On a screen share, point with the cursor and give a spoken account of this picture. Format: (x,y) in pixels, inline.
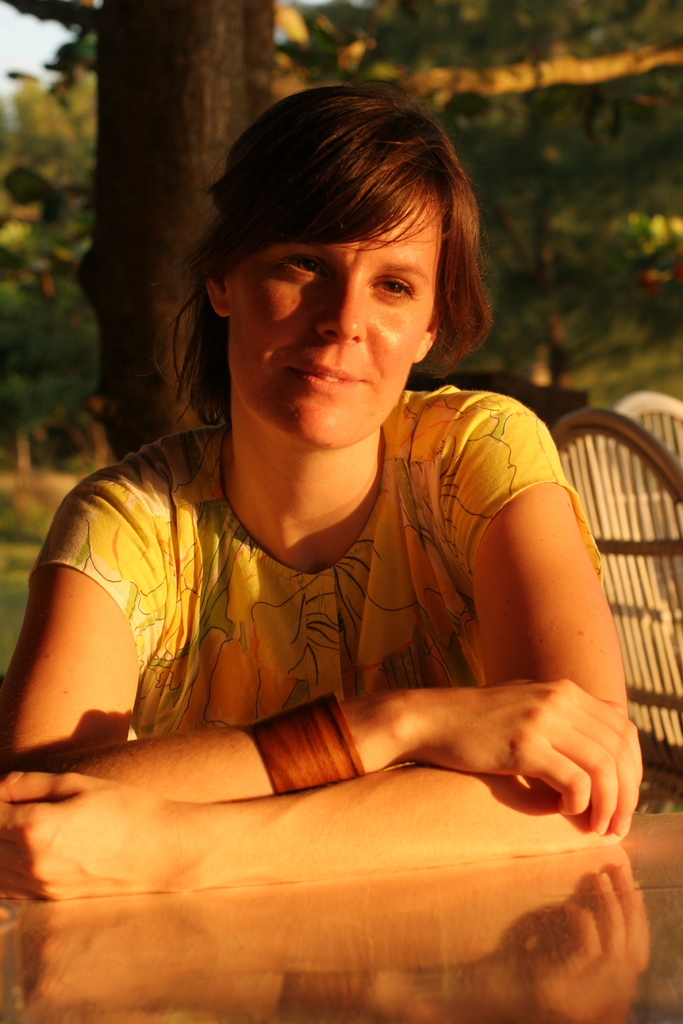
In the background (37,105) we can see the trees (465,7), branches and the chairs (630,506). In this picture we can see a woman (322,147). At the bottom portion of the picture (173,954) we can see the reflection (413,957) on the platform (391,952).
